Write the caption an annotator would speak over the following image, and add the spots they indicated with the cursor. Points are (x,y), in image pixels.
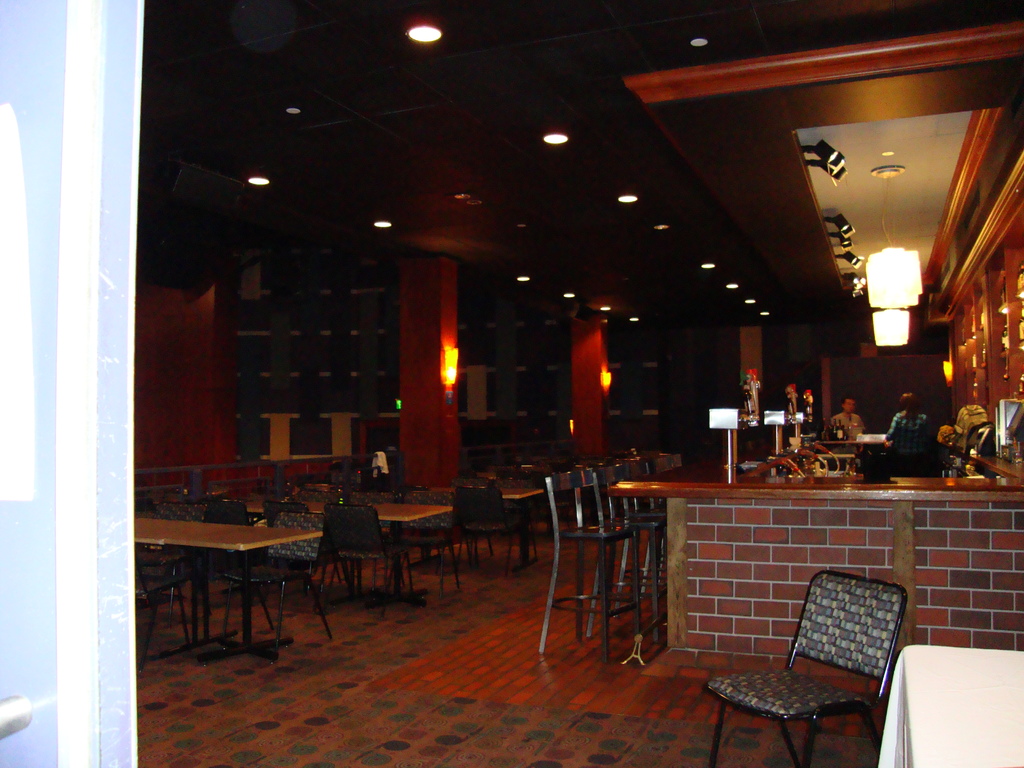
In the picture I can see the tables (158,532) and chairs (169,517) on the floor (480,561). I can see two persons (848,405) on the right side (840,416). There is a lighting arrangement (884,326) on the roof (510,187).
